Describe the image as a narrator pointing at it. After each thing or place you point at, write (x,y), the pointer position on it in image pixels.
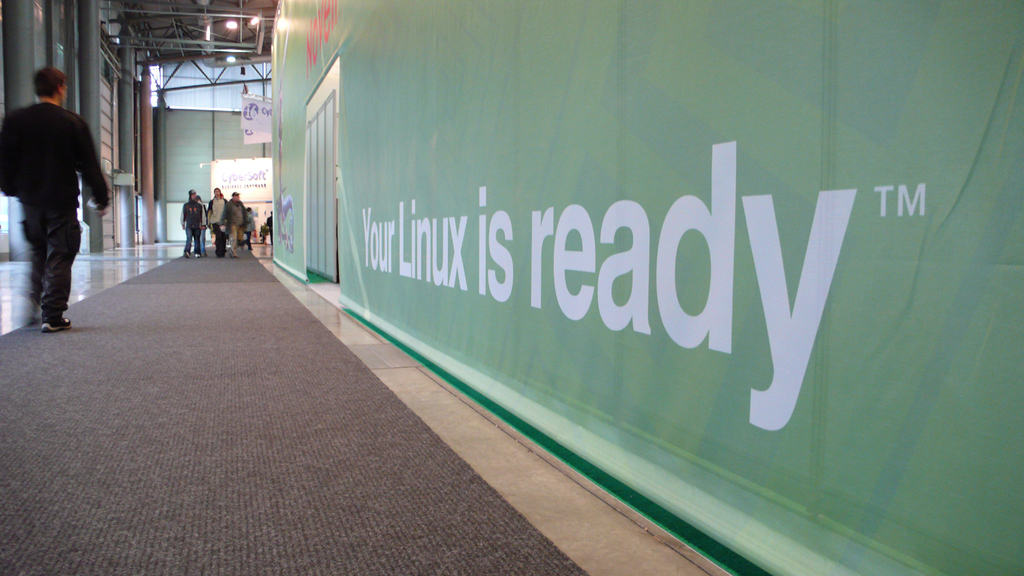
In this image we can see few persons (214,211). On the right side (736,276), we can see a wall (560,233) on which we can see some text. Behind the persons (202,221) we can see a wall (214,147) and few banners (215,168). At the top (170,19) we can see the roof (197,30) and lights (230,61). In the top left (22,66), we can see pillars (121,139).
